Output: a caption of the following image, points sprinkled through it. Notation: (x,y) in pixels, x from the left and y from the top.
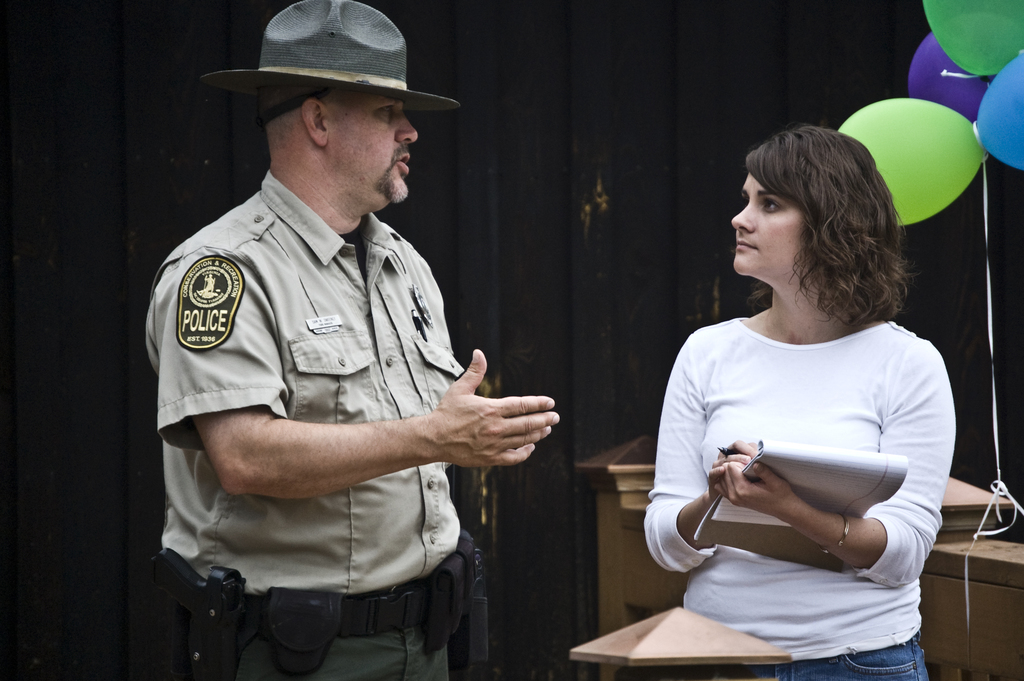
Here in this picture we can see a man (317,402) and a woman (682,432) standing over a place and the man (349,460) is police officer (328,411), as we can see he is wearing uniform (199,252) and hat (331,39) on him and he is speaking something to the woman (793,411) in front of him over there and the woman (769,395) is trying to note down things with book (794,475) and pen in hand (730,492) over there and behind them we can see balloons (989,23) present over a place.
